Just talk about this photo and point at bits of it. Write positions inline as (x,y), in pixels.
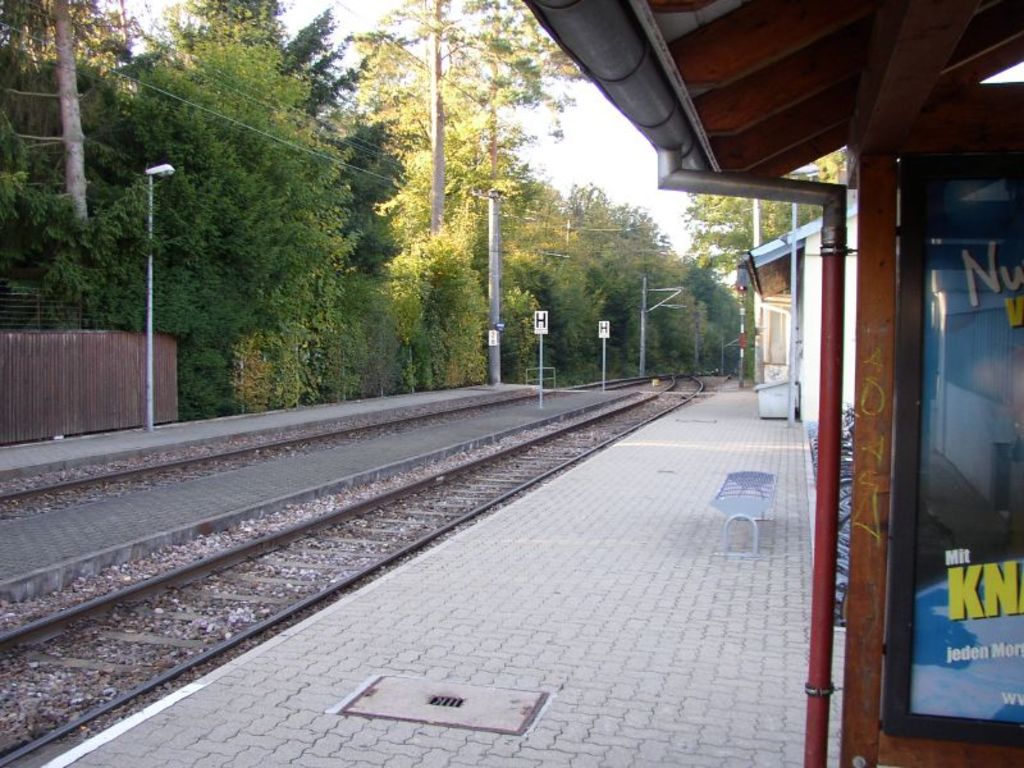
This picture is clicked in the railway station (637,17). On the right side (715,520), we see a platform (748,539) and a bench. Beside that, we see railway tracks (252,578). Beside that, we see the poles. On the left side (163,320), there are trees (314,173), electric poles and wires (383,177).
